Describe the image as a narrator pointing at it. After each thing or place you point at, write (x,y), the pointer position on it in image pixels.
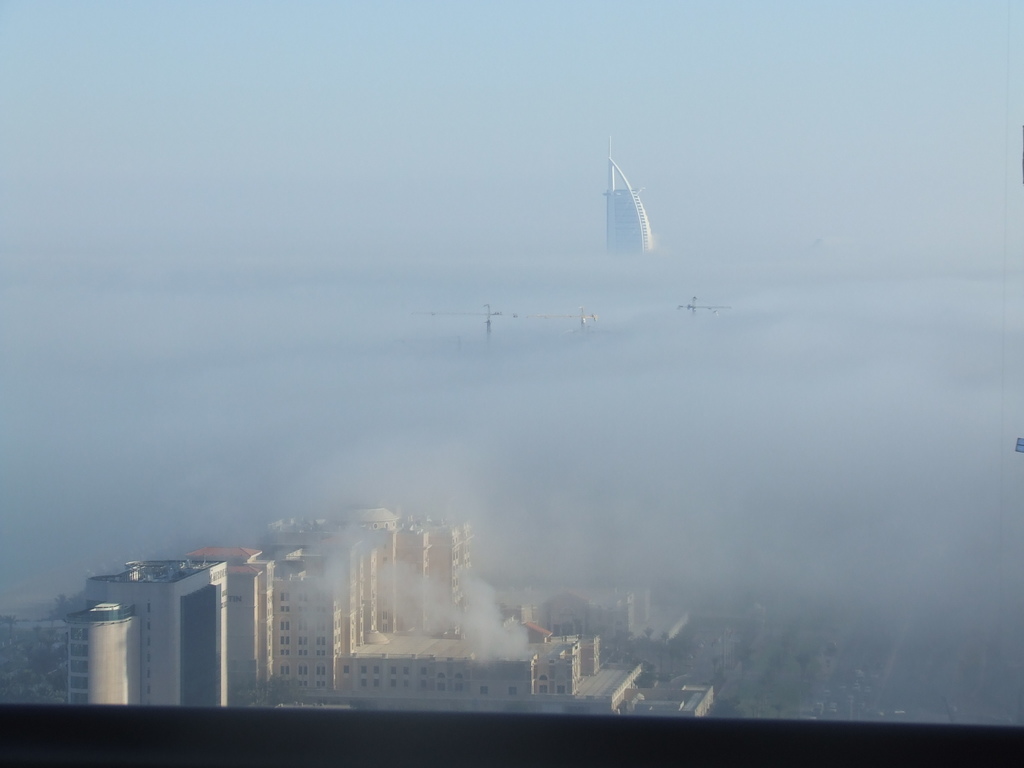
This is the picture of a city (800,698). In this image there are buildings (429,587). At the back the building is covered with fog (613,399). At the top (540,102) there is sky (579,105). At the bottom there are vehicles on the road (875,651).
